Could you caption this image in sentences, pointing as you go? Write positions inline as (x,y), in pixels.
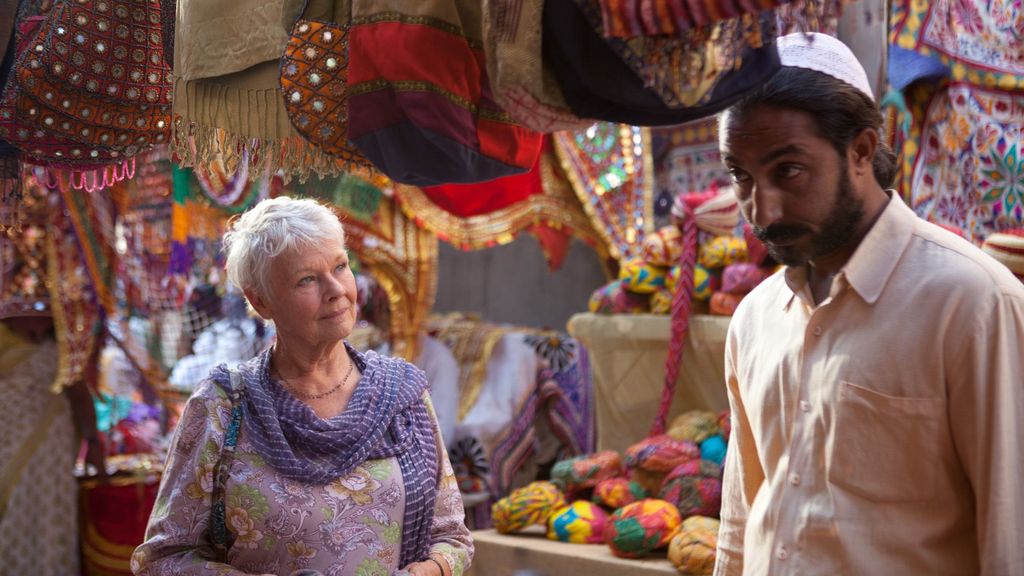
In this picture we can see a man (723,570), woman (351,472), here we can see bags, turbans (706,570) and some objects (199,249).
